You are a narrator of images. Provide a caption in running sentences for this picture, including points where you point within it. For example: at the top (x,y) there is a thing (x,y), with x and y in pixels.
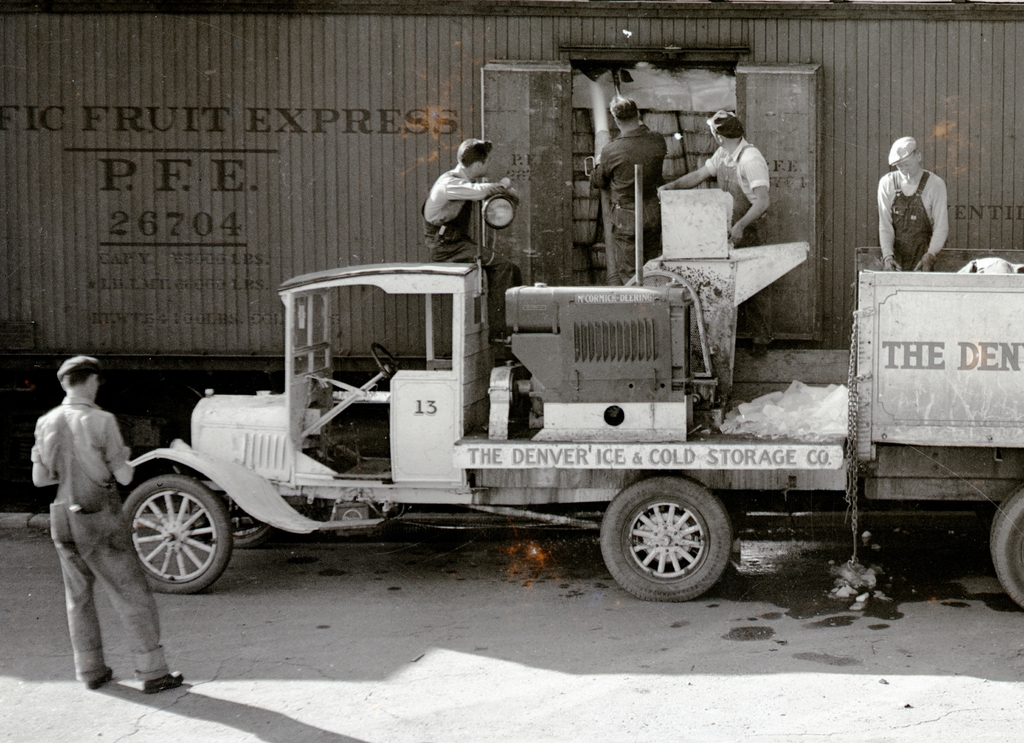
In this black and white image there is a person (95,547) standing, in front of the person (138,587) there is a vehicle (641,377). In the vehicle (209,404) there are few persons (457,214) standing. In the background (387,166) there is a huge vehicle (555,136) with open doors (760,149).
